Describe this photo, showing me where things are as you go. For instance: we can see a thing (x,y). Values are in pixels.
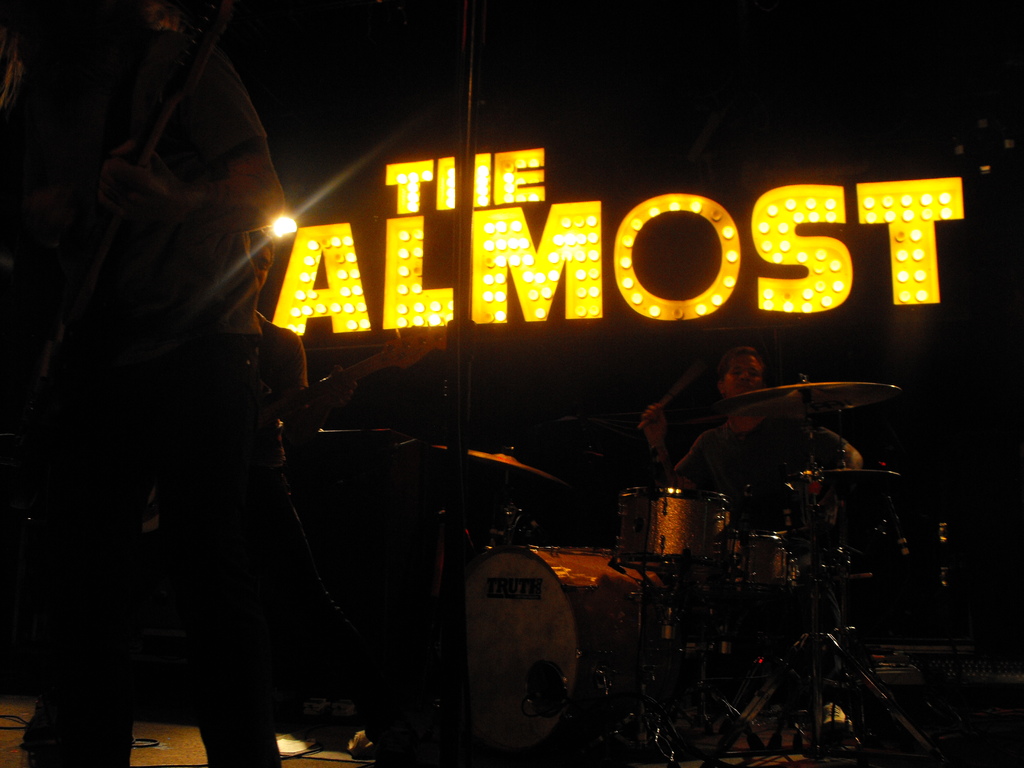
Here is a person (128,367) standing and playing guitar (108,255). here is another person (720,465) sitting and playing drums (839,521). this looks like a stage show. These are the lights (486,307) at the background (491,298). I can see another person (290,373) standing and holding musical instrument (299,407).
